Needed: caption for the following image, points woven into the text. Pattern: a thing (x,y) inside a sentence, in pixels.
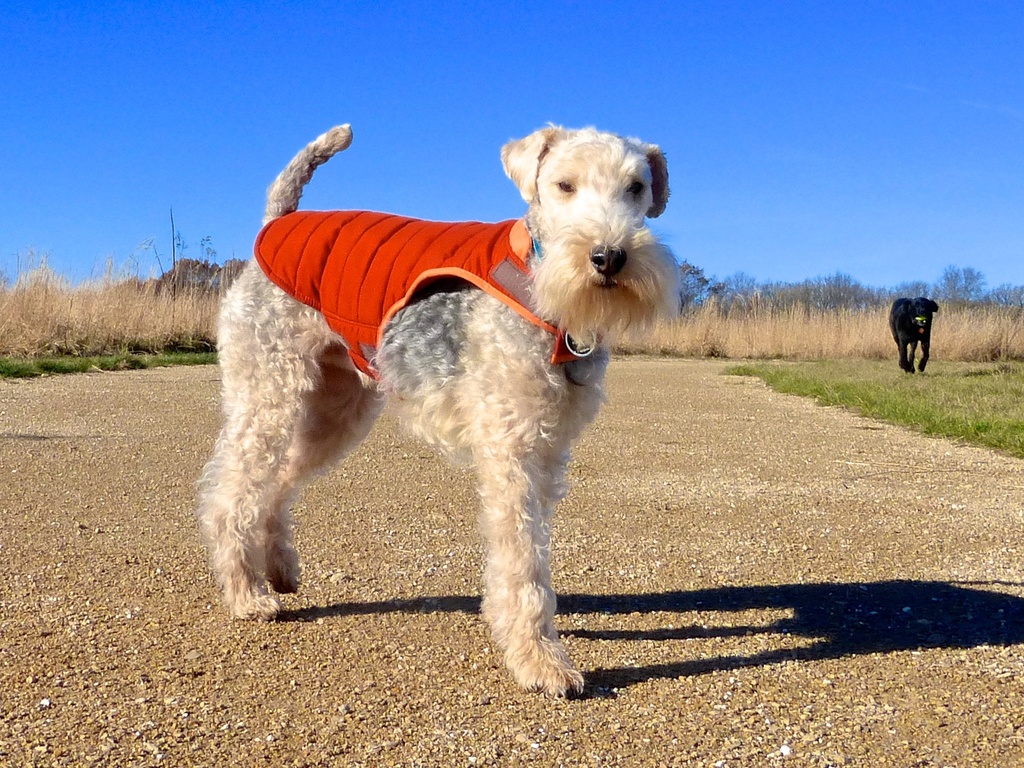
In the foreground (361,217) we can see a dog (310,395) and soil (98,436). In the middle of the picture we can see plants (852,328), dog (923,333), grass (1015,390), trees (681,307) and other objects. At the top (289,79) there is sky (667,76).
